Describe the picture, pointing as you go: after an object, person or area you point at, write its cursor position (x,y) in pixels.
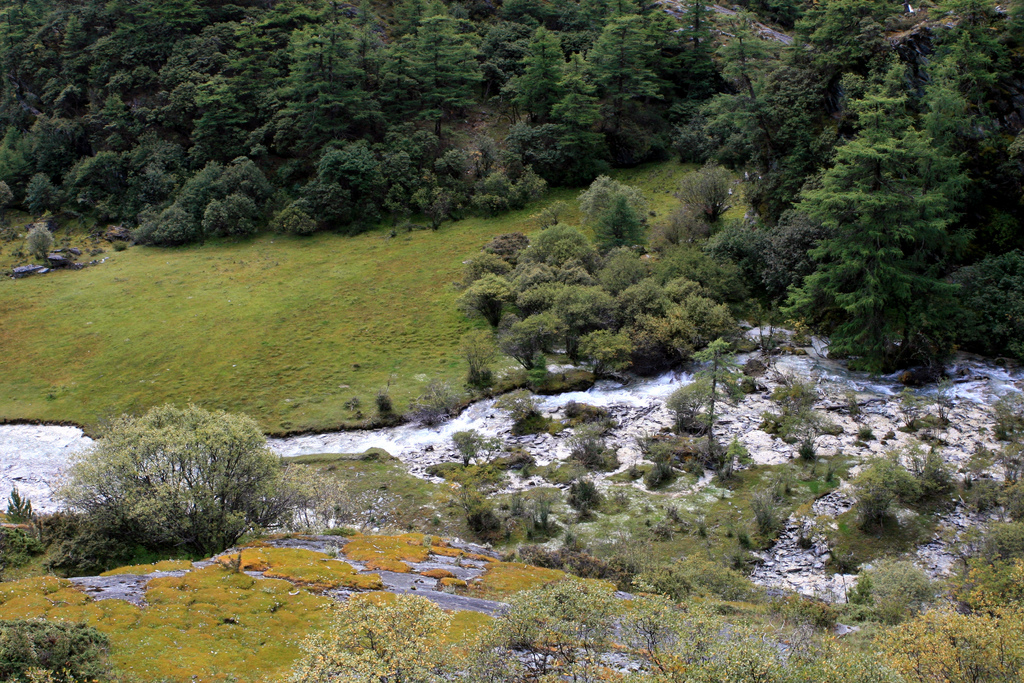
In the foreground of this image (385,490), there are bushes (383,611), plants (231,492), grass (355,553) and water (406,434). In the background (598,106), there are trees (535,76), grass (257,270) and the stones (69,259).
